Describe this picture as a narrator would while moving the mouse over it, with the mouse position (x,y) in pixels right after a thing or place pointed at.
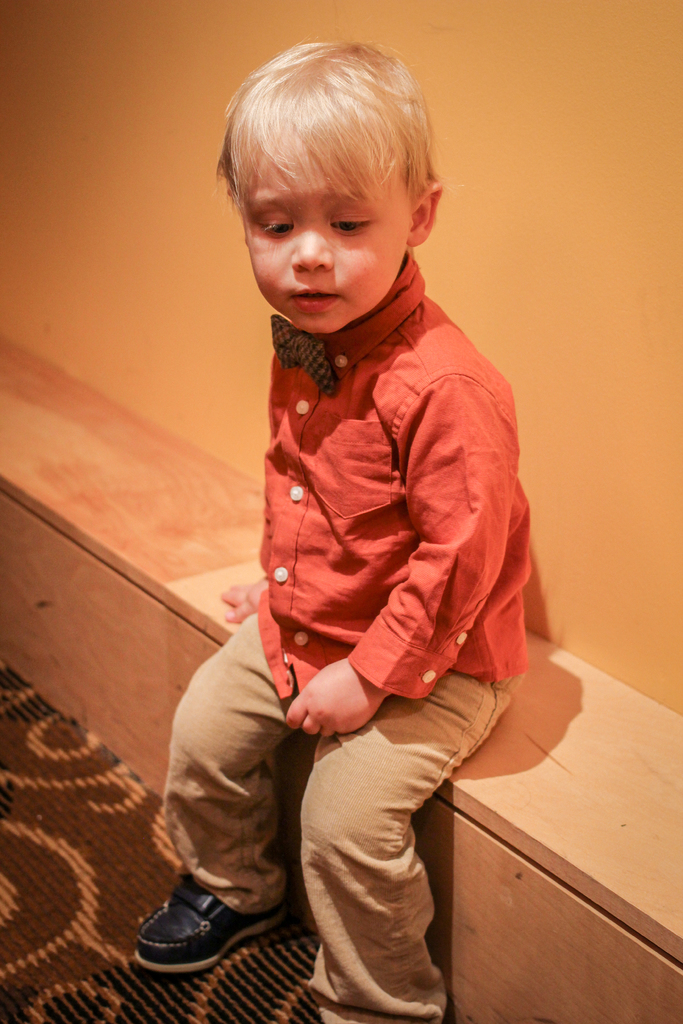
The boy (375,374) in the red shirt (351,510) is sitting on the wooden bench (565,858). He is wearing the black shoes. Behind him, we see a wall (569,303) in orange color. At the bottom (51,905), we see the brown carpet (111,888).
